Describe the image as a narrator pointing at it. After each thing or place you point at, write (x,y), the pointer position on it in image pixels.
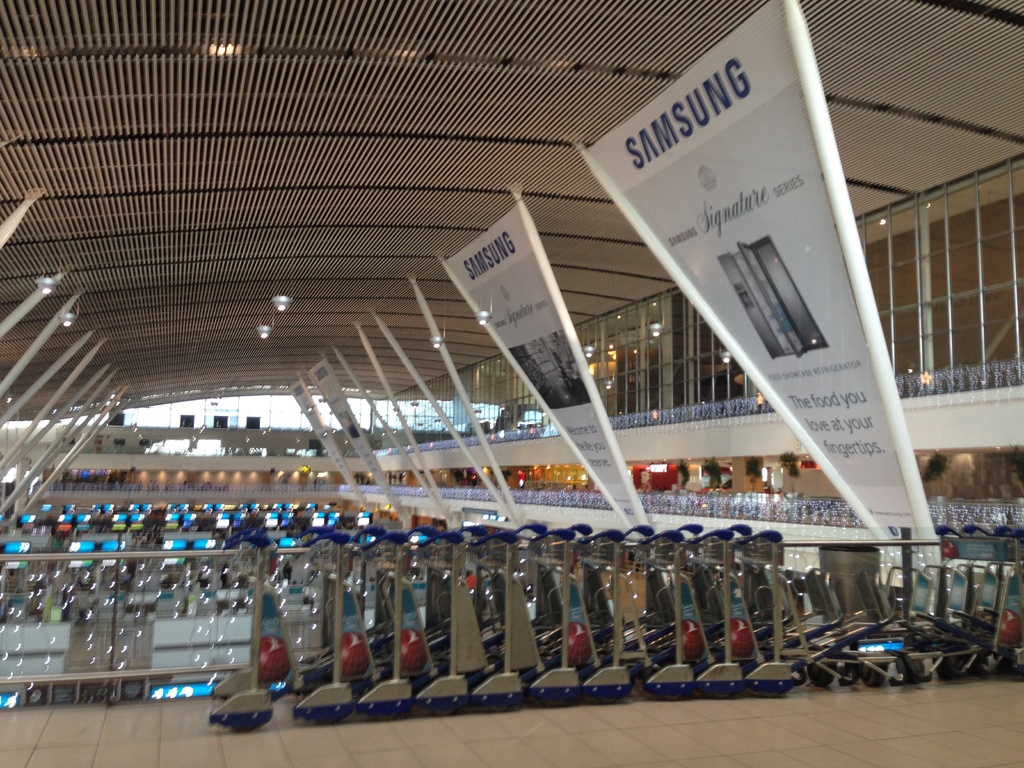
This image is taken inside the building (314,343). In this image there are trolleys (515,676) and we can see boards (760,66). There are rods (329,454). In the background (276,303) we can see lights (656,409). At the bottom (786,728) there is a floor (643,733).
